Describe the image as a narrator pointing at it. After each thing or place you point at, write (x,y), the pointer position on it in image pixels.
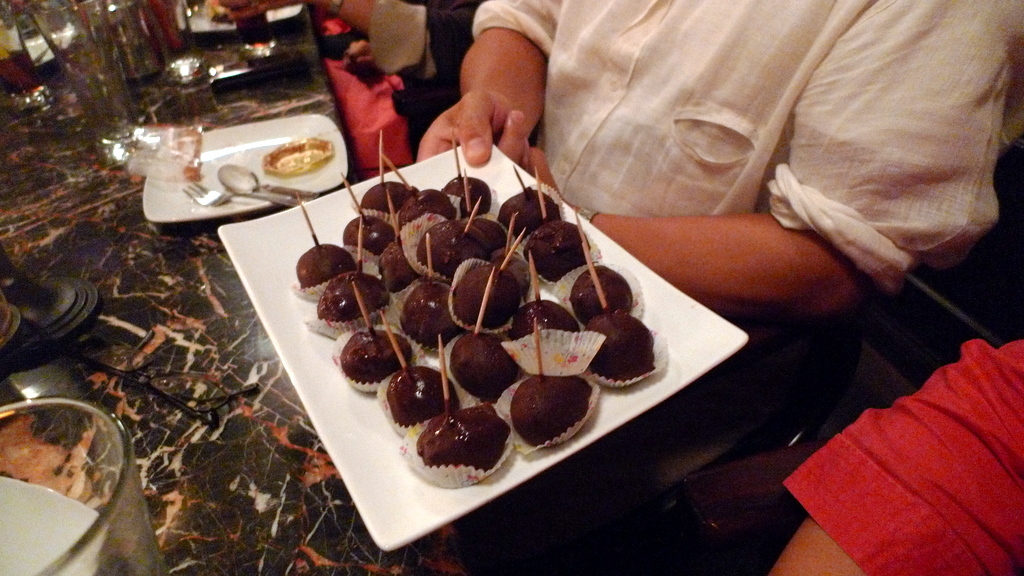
On the left side (148,365), there are glasses (96,422), plates (216,155), a spoon (246,177), a fork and other objects (290,155) arranged on a table (246,314). On the right side (909,81), there is a person (909,50) in a white color shirt (699,122), sitting and holding a plate (665,307) which is having food items (638,365). On both sides of him, there is a person (995,373) sitting. And the background (1006,289) is dark in color.
